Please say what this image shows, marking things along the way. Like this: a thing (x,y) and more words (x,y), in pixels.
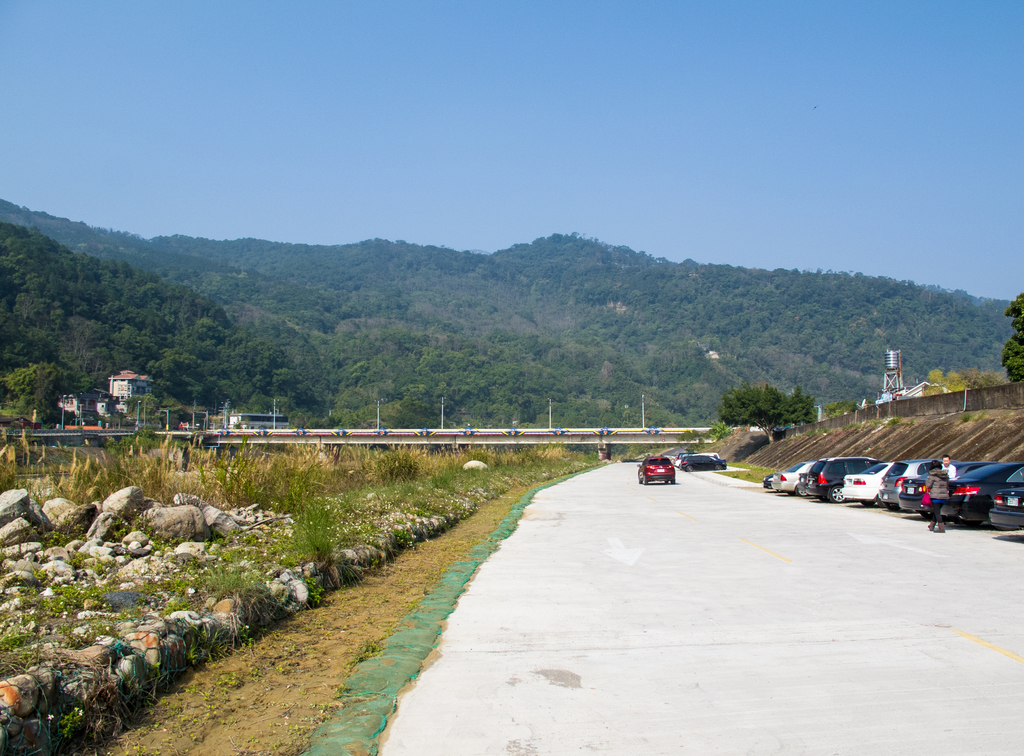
In this picture we can see some vehicles (892,488) are parked beside the road (822,503), few vehicles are on the road (556,545), side we can see some people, rocks (102,507), trees (561,375), buildings (78,400), hills (659,374).
